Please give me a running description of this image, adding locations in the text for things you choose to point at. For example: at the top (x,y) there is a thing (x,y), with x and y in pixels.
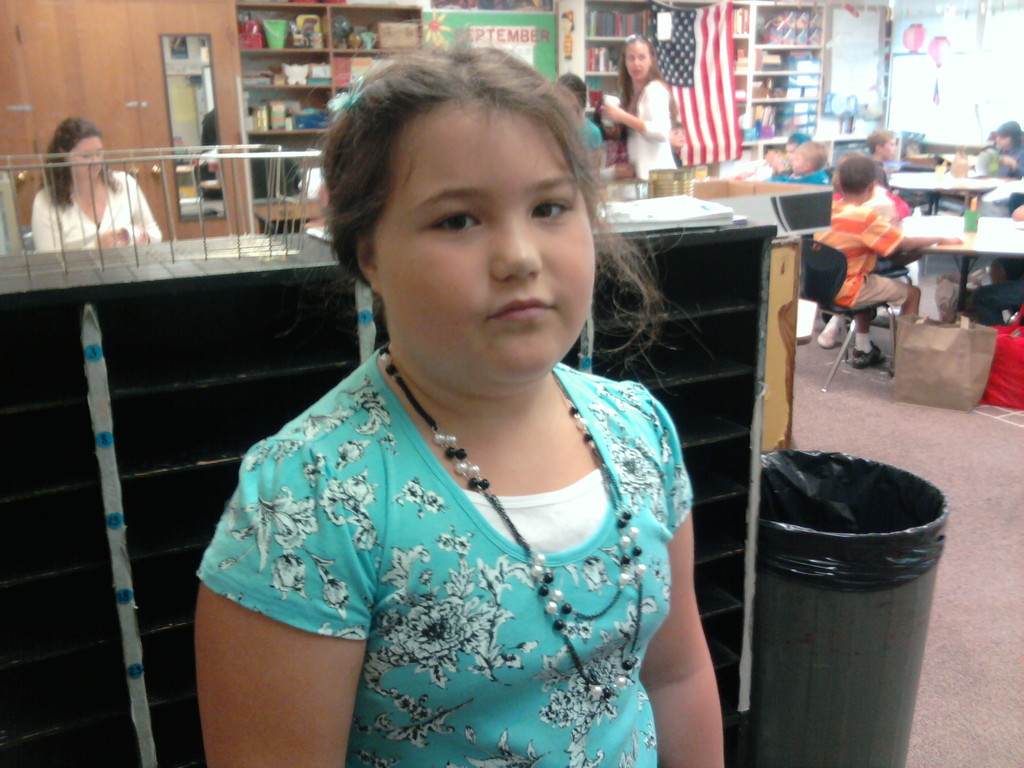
A girl (423,90) is standing posing to camera with some people (586,135) in her background (877,218).
